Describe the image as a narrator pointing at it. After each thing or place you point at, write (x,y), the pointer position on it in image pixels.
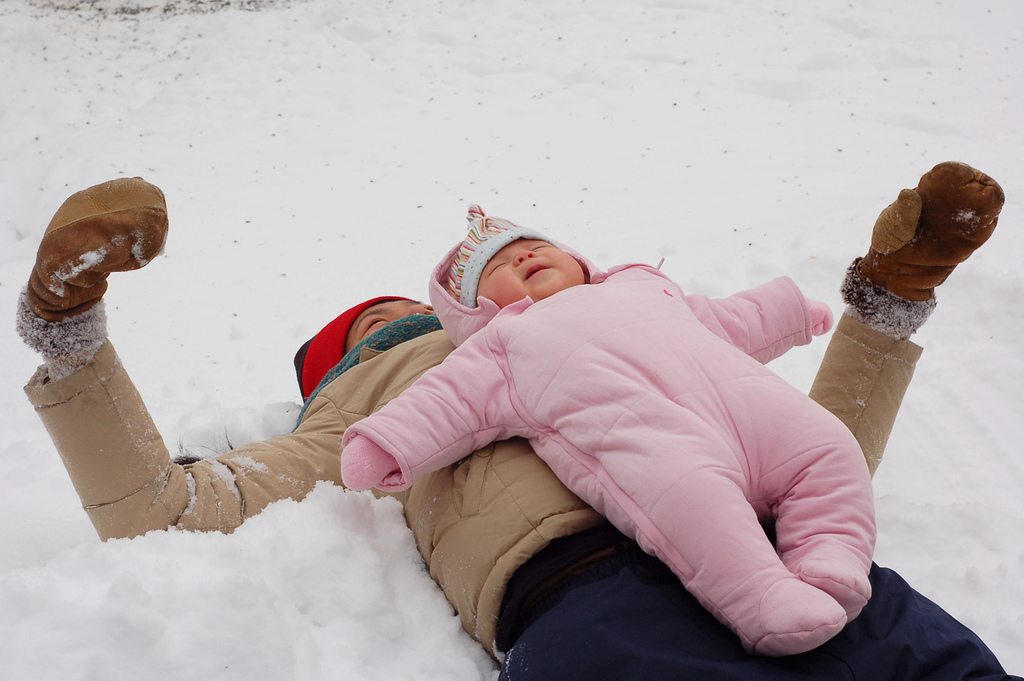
In this picture, we can see a baby (521,373) laying on a person (401,385) on the ground (307,285), and the ground (323,231) is covered with snow (224,287).
